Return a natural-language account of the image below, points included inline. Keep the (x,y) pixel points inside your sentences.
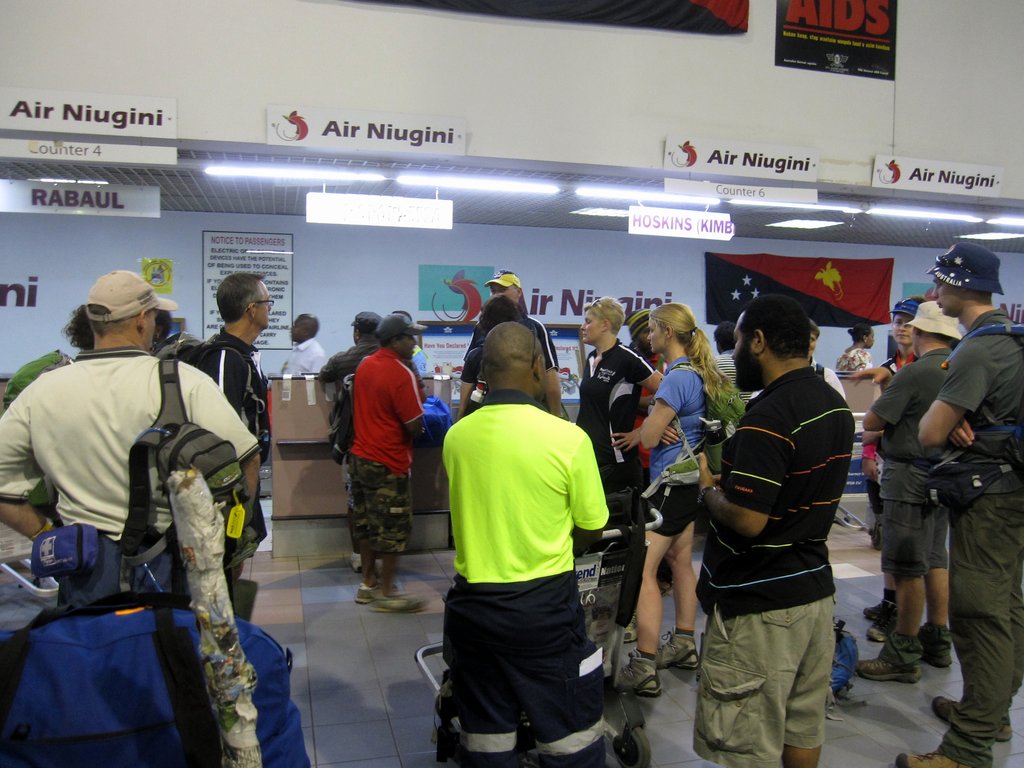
This picture is clicked inside the hall (865,593). In the foreground (572,421) we can see the group of persons (757,498) standing and we can see the bags (623,547) and some other objects (637,564). In the background (777,258) we can see the text (270,244) and the flag (806,273) and some picture (452,283) and we can see the lights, tables (300,428), group of persons (864,364) and many other objects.
